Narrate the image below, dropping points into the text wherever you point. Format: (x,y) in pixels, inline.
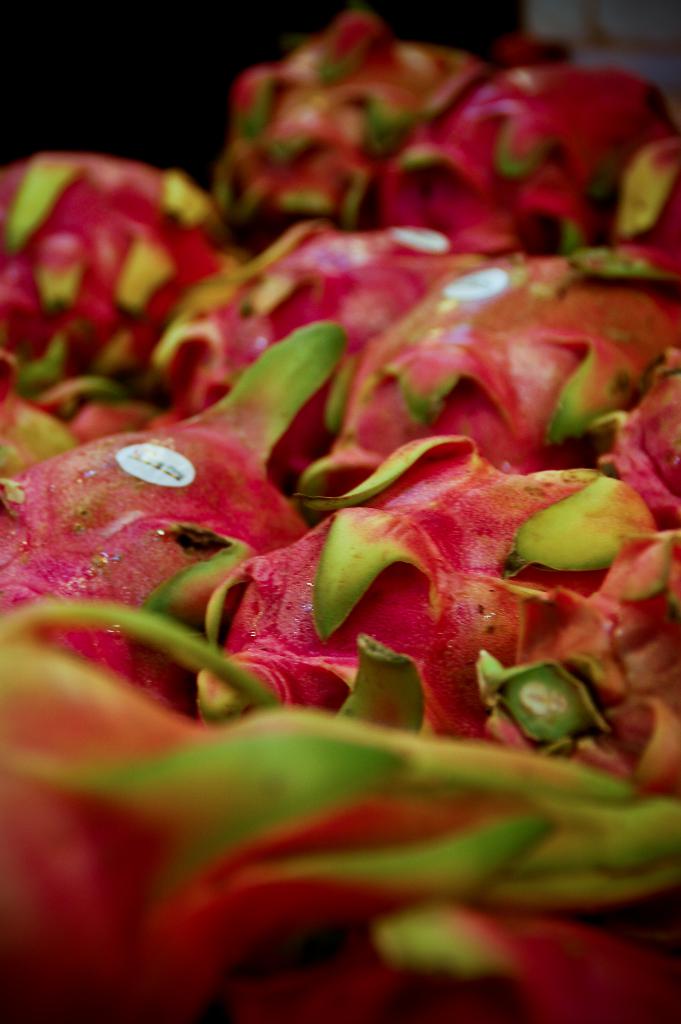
In this image we can see many fruits (498,793). We can see the stickers (165,460) on few fruits (384,368). There is a dark background (64,11) at the top of the image (169,80).
